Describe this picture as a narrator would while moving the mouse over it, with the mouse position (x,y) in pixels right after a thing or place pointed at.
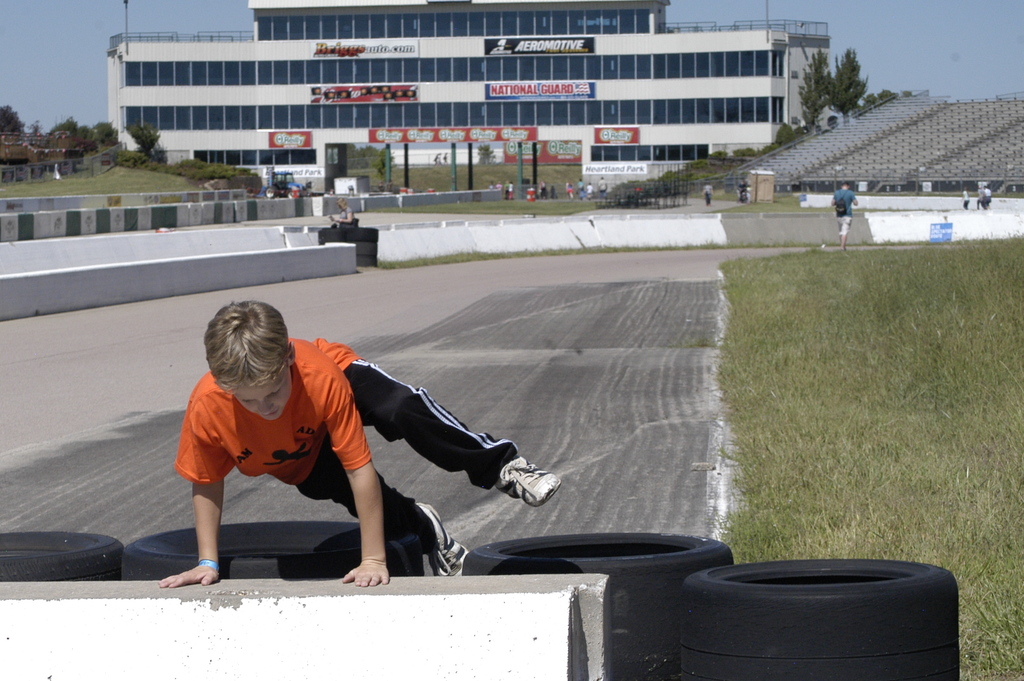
In this image we can see a kid (268,467) wearing orange color T-shirt (244,468), black color pant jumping through the Tyres (12,552) and wall (148,622), in the background of the image (36,523) there is track road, some persons (987,205) walking through the road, there are some persons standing near the building (255,53), there are some trees (804,96), seats (870,170) and top of the image (985,46) there is clear sky (941,26).
